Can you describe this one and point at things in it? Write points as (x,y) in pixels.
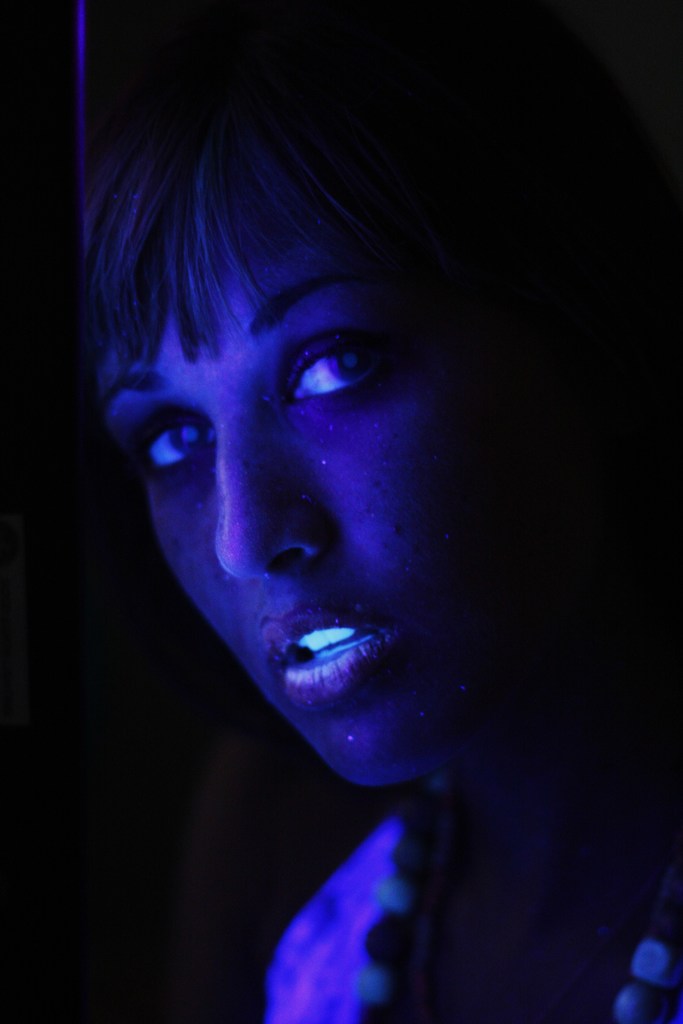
In this picture there is a woman (356,287) whose body (497,690) is lit with blue light (273,441). On the left (94,666) we can see the darkness (49,936).
